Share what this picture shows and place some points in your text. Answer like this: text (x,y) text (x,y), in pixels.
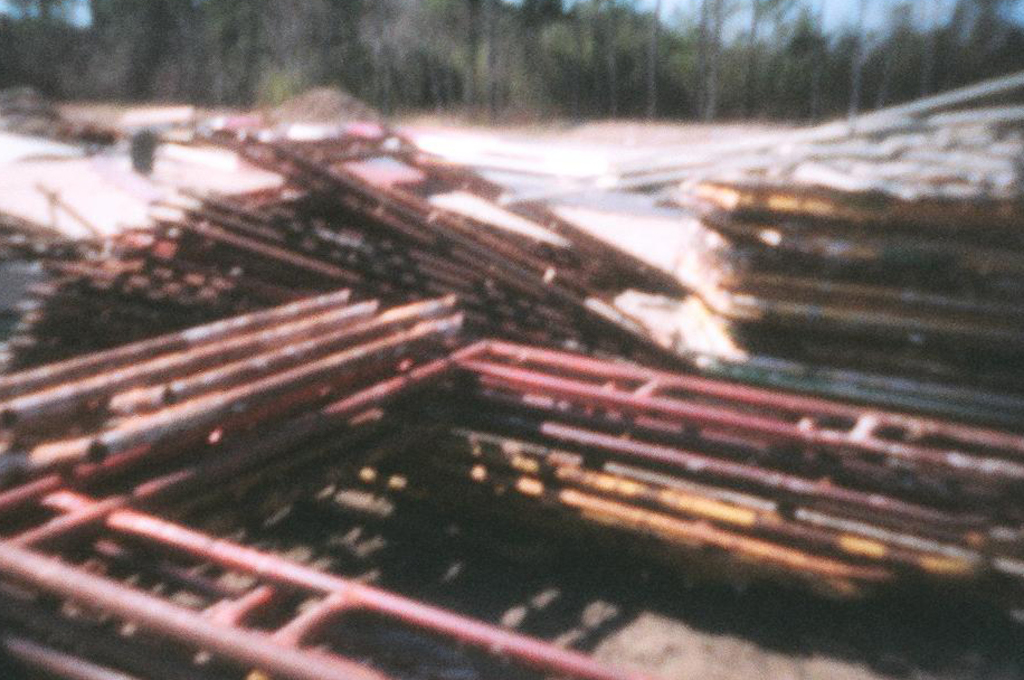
In this image I can see number of metal rods (611,367) and I can see this image is little bit blurry from background (553,14).
